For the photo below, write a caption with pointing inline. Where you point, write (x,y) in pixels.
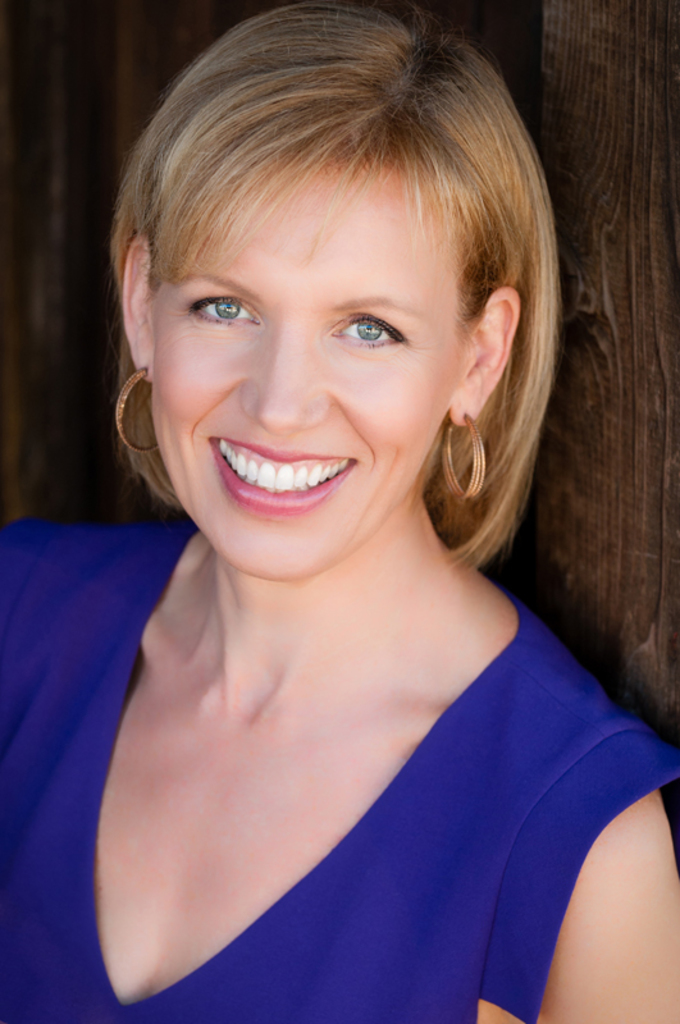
In this image I can see a person (168,819) wearing blue color dress (334,943) and I can see brown color background (11,77).
